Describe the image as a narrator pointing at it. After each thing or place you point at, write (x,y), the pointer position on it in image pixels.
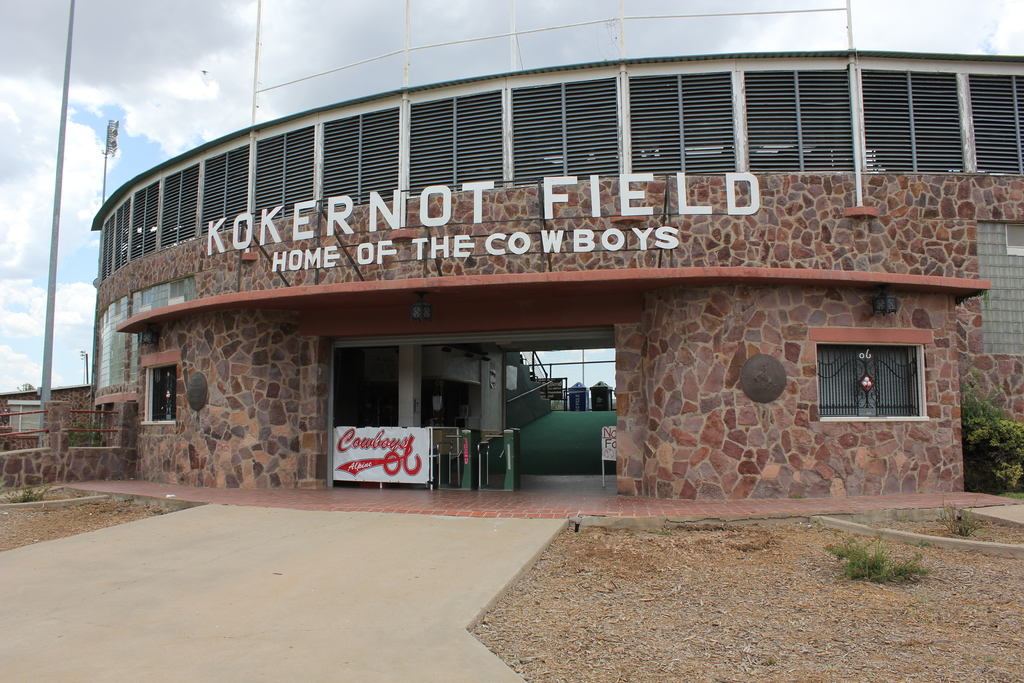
In this picture we can see a building (437,288), in the building (395,383) we can find a hoarding (422,450) and a notice board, beside to the building (604,295) we can see few plants (973,456), poles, metal rods (117,412) and a house (31,403).
